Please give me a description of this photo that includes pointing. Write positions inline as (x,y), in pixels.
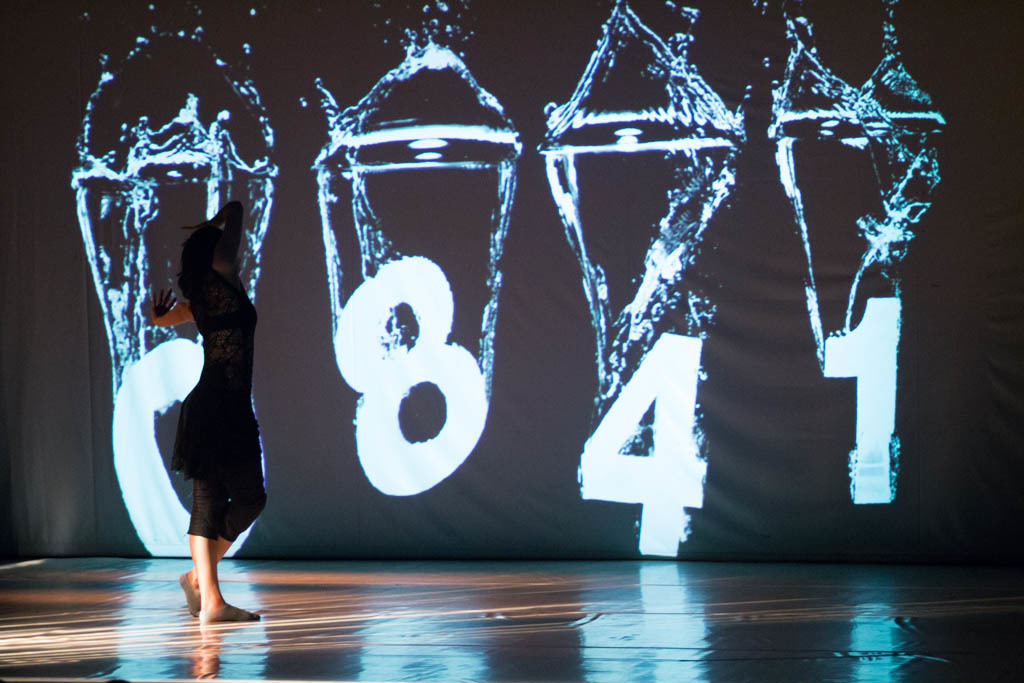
In this image I can see the stage (455,619) and on the stage (413,619) I can see a person (209,578) wearing black color dress (215,407) is standing. In the background (283,451) I can see a huge screen (447,326).
